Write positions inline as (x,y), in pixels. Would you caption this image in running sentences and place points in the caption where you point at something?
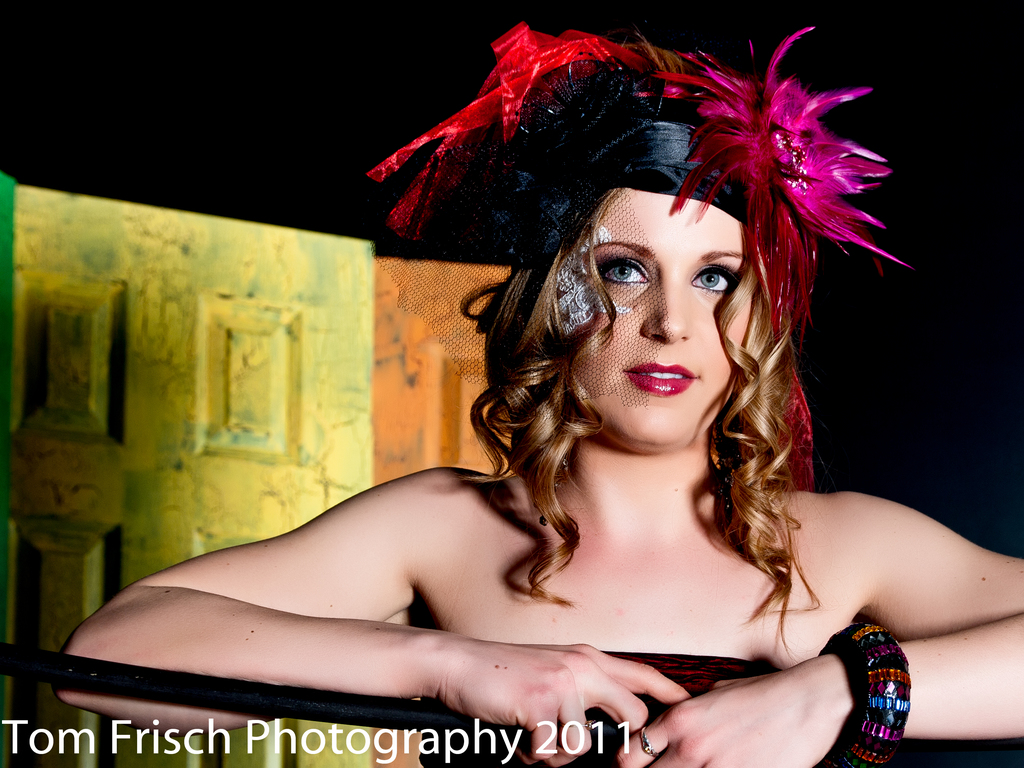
In this image in the foreground (623,438) there is one woman (619,123) who is wearing a headband (619,123), and in the background (218,379) there are some objects (178,328). And at the bottom of the image (143,734) there is text (356,746), and there is black background (100,124).
